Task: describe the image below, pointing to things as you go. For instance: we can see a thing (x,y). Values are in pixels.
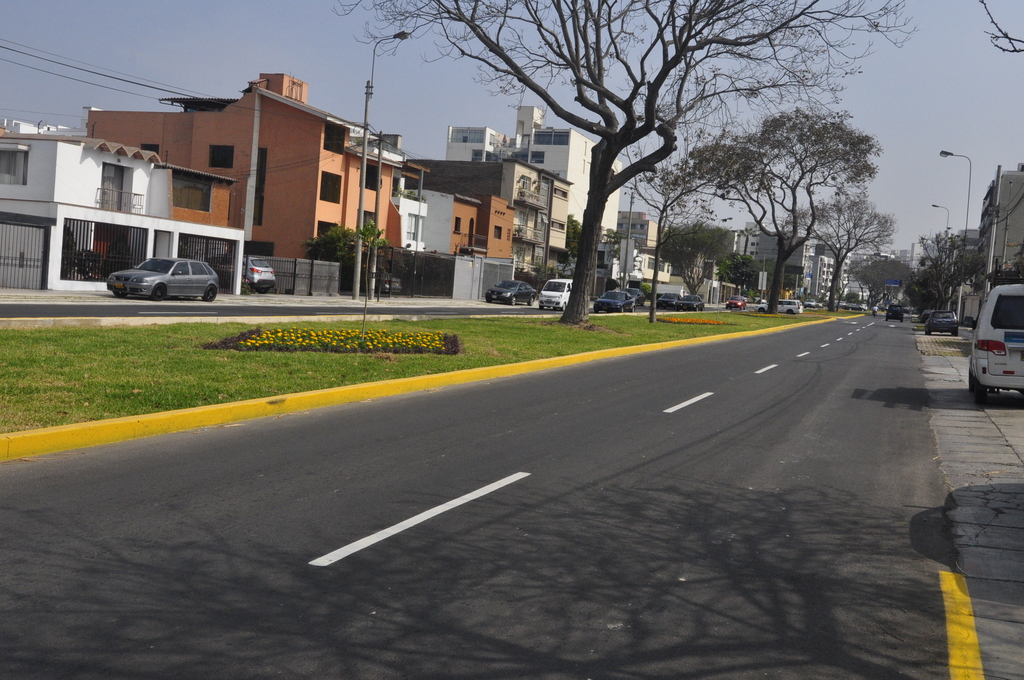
In this picture I can see vehicles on the road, there are poles (256,116), lights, there are flowers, grass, there are buildings (299,94), there are trees (549,99), and in the background (202,38) there is the sky (938,115).
